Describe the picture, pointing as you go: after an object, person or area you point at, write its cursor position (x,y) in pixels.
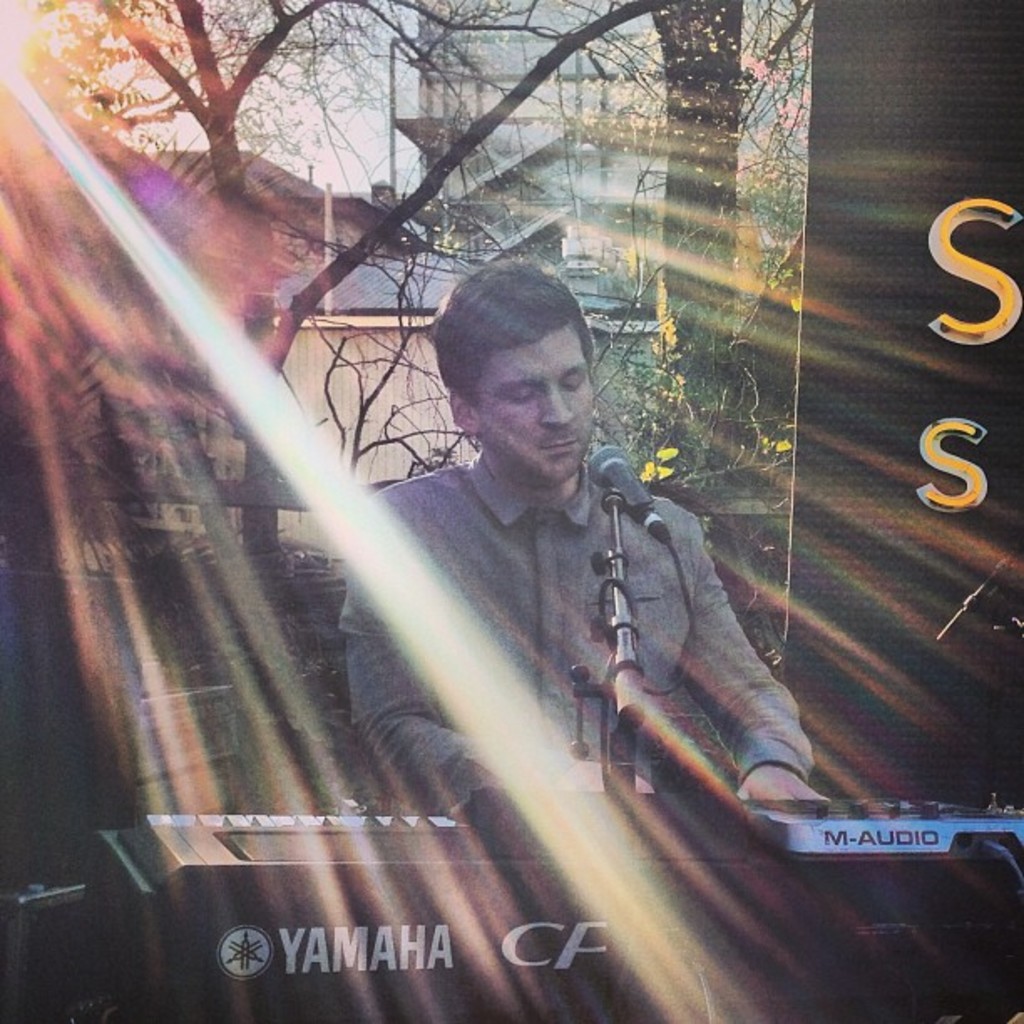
At the bottom of the image (387,822) there is a piano (681,934), on the piano (688,889) there is a microphone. Behind the piano (688,889) a man (515,294) is standing. Behind him there are trees (693,150) and buildings (551,21) and sky (227,56).
